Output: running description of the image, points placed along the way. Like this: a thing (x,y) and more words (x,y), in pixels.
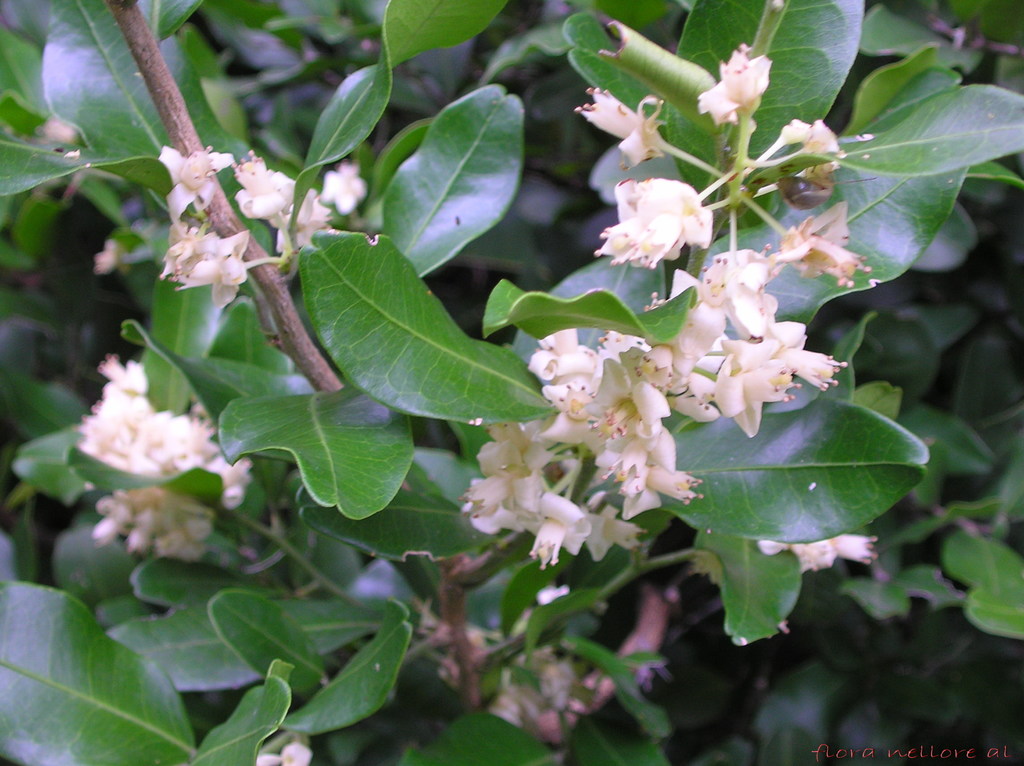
This image consists of flowers (676,390), plants (761,444) and text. This image is taken may be in a garden (240,55) during a day.
